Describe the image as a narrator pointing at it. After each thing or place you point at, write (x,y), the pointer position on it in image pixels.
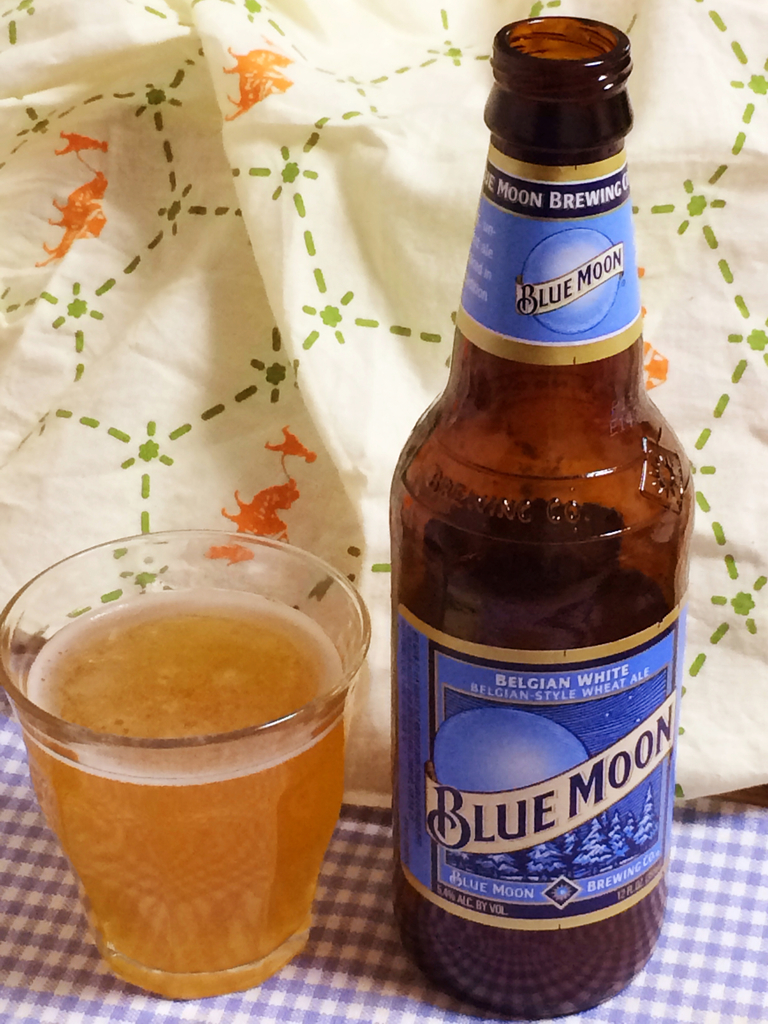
In the image we can see there is a beer bottle (518,770) and beside it there is a glass (171,726) filled with beer (242,779) in it kept on the table cloth (284,968).
